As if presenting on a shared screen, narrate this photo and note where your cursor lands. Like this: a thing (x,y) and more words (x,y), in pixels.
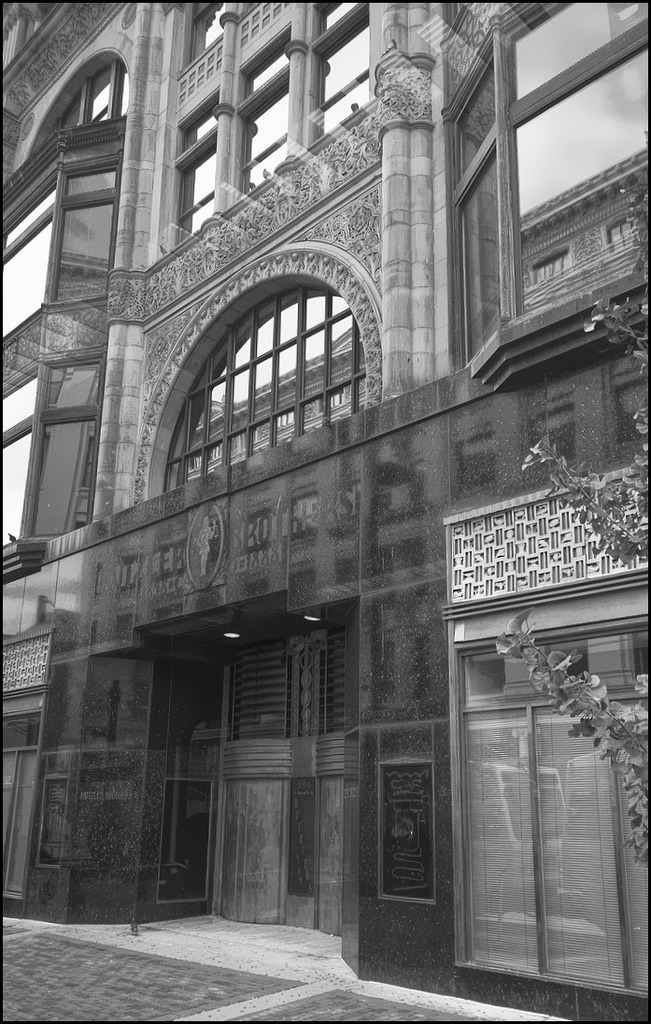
In the foreground of this black and white image, on the right (616,545), there is a tree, On the bottom (133,986), there is a pavement (115,979). In the background (261,420), there is a building (307,362) with glass windows (561,193) and an entrance (284,814).
